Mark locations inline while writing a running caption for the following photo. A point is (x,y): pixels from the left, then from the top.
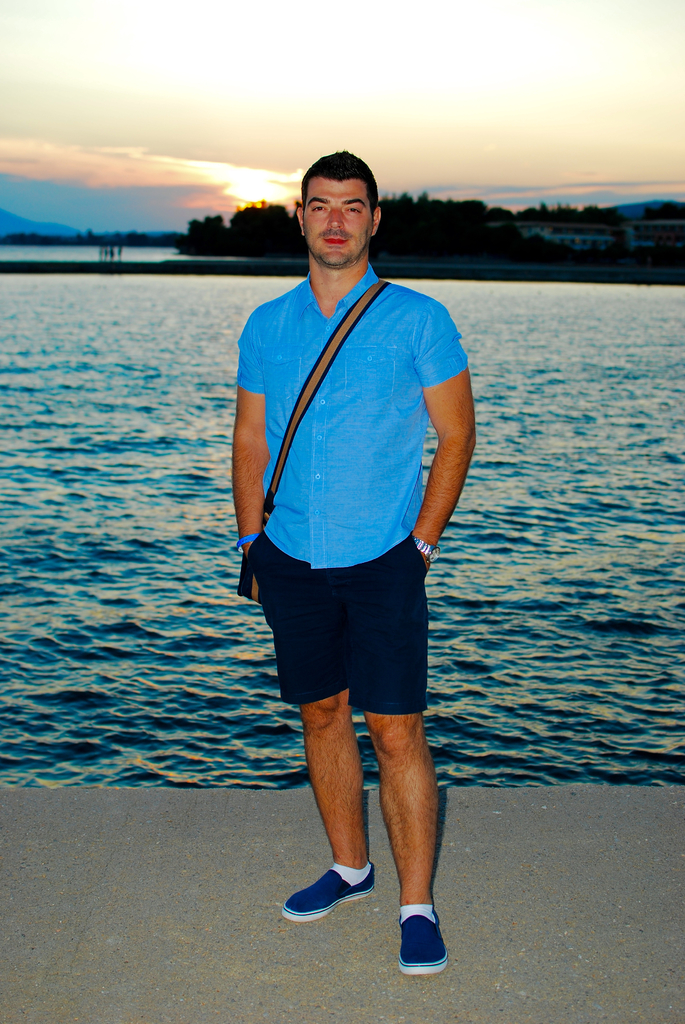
In this image in the middle (394,490), there is a man (404,440), he wears a shirt (342,544), trouser (351,679), shoes (400,940) and bag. At the bottom (521,735) there are waves (564,596) and water (564,626). In the background (344,69) there are trees (418,246), sun (247,192), sky (341,87) and clouds (229,185).
